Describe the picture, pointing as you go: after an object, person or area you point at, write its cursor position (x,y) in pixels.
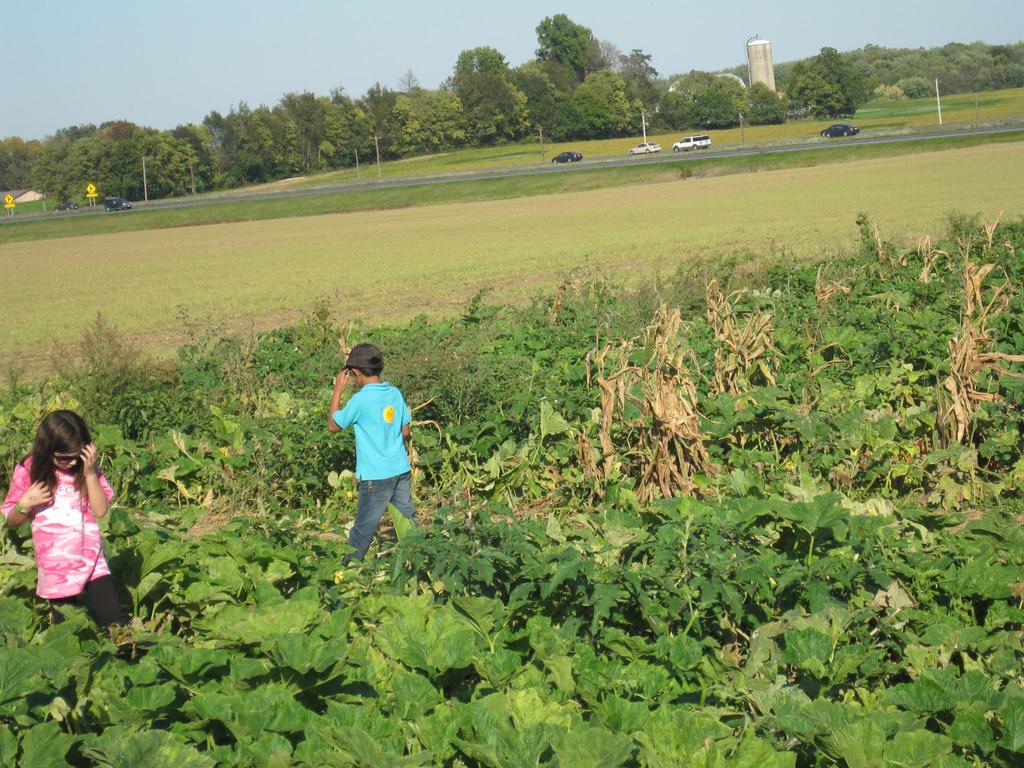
At the bottom of the image (502,526), we can see plants (544,504), a boy (391,431) and a girl (68,557). In the background of the image (136,246), we can see the grassy land (831,168), cars (708,139) moving on road (142,207), sign boards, trees (469,128) and buildings (31,191). At the top of the image (74,32), we can see the sky (74,46).
